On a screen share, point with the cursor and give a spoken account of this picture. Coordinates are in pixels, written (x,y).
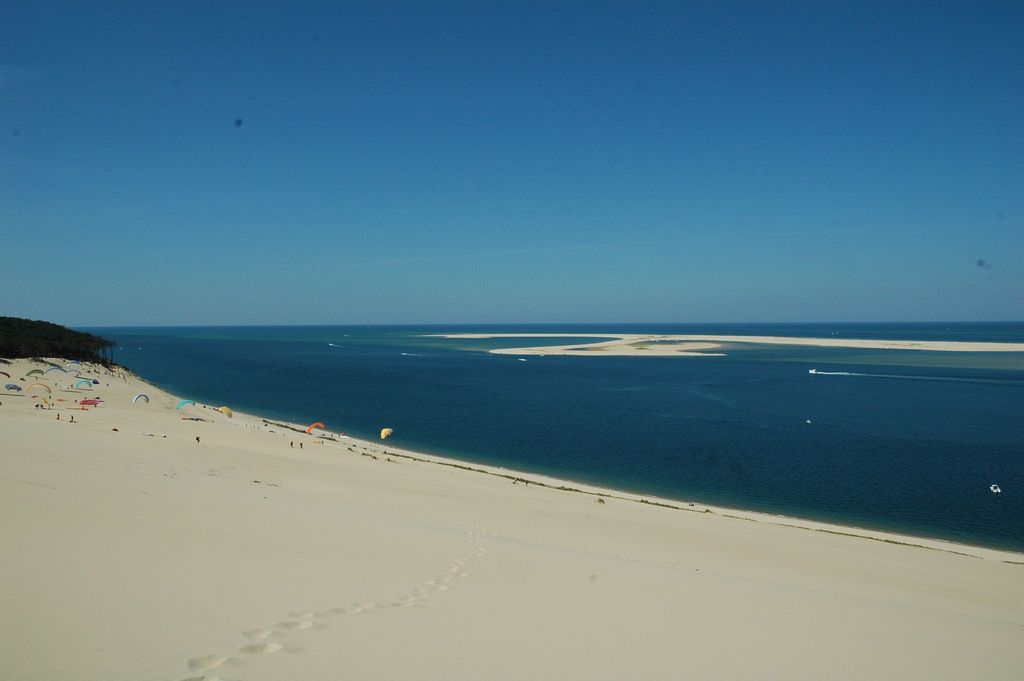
This image is clicked in a beach (660,535). There is water (677,419) in the middle (459,424). There are parachutes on the left side (46,388). There is sky (607,213) at the top (556,195).
